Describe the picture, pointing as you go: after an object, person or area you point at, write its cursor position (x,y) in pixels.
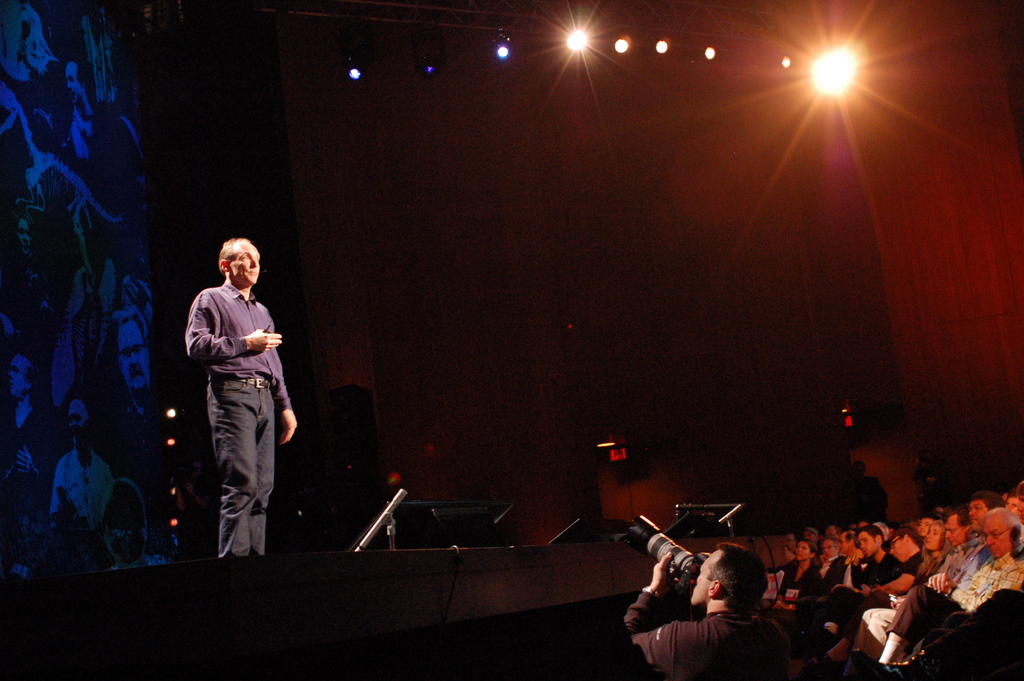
On the left side (231,323), there is a person (263,331) in a violet colored shirt (232,326), standing on a stage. Beside him, there is a screen (107,546) and there are lights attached to the wall (178,391). On the right side (929,603), there are persons (982,595) sitting and a person (733,608) who is holding a camera (702,561) and capturing a photo. Above them, there are lights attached to the roof (524,11). And the background (323,99) is dark in color.
